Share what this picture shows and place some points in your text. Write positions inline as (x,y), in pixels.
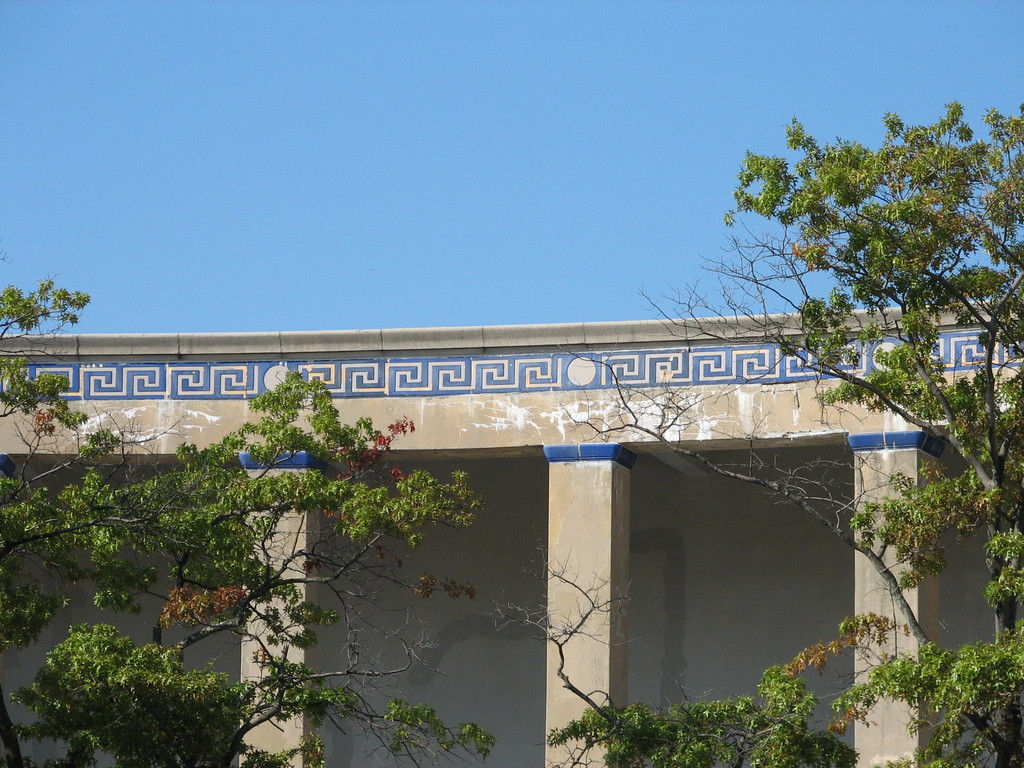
In the image there is a building (353,424) in the back (141,474) with trees (1005,696) in front of it and above its sky (529,94).
